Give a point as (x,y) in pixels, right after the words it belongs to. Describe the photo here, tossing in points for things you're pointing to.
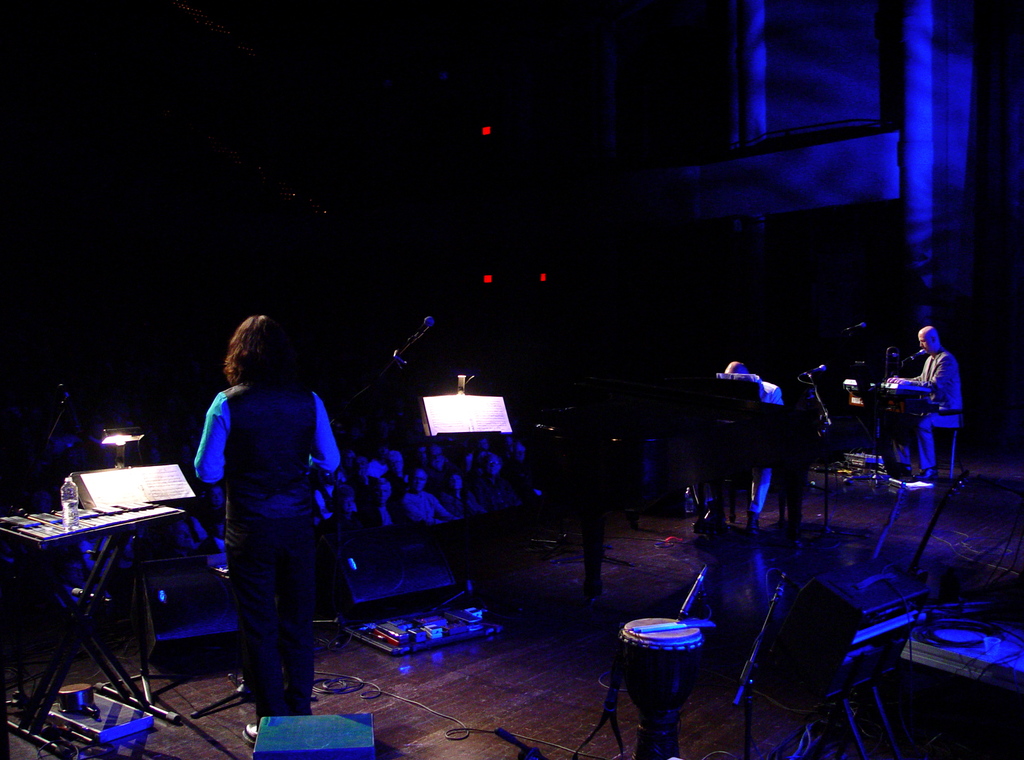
In the picture I can see the music instruments (81,509), tables (81,612), bottles (75,521), lights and people (91,549).
